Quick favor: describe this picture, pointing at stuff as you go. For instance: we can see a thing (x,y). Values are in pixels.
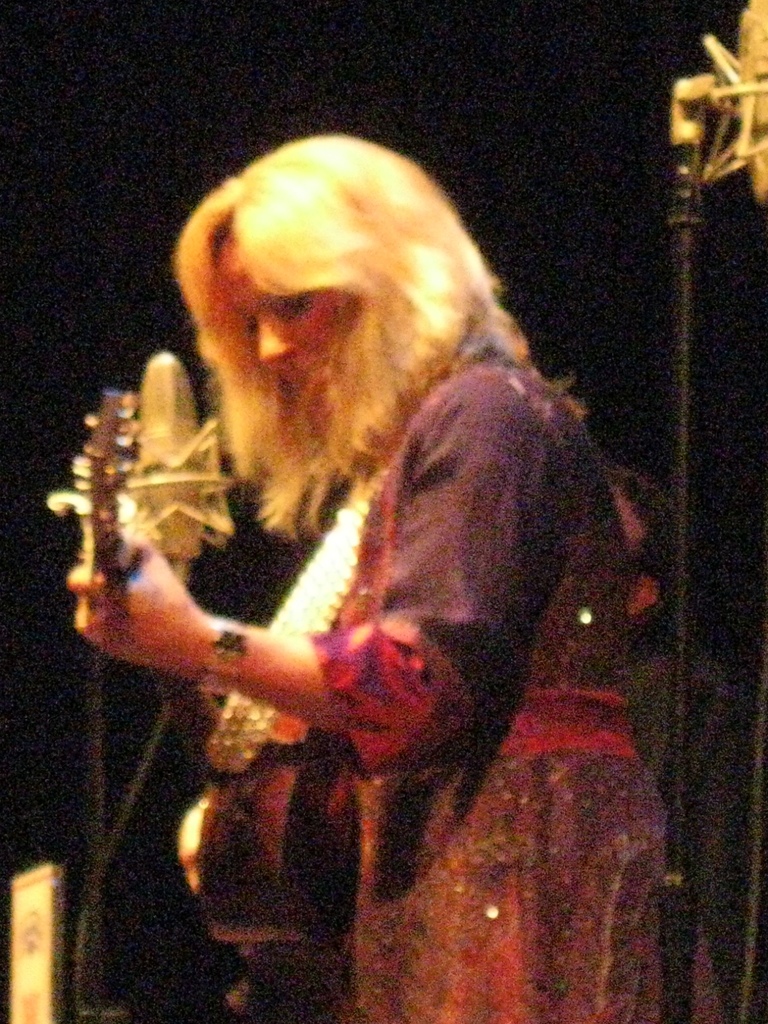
There is a woman (422,980) standing and holding guitar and we can see microphones (179,558) with stands (120,821). Background (537,125) it is dark.
